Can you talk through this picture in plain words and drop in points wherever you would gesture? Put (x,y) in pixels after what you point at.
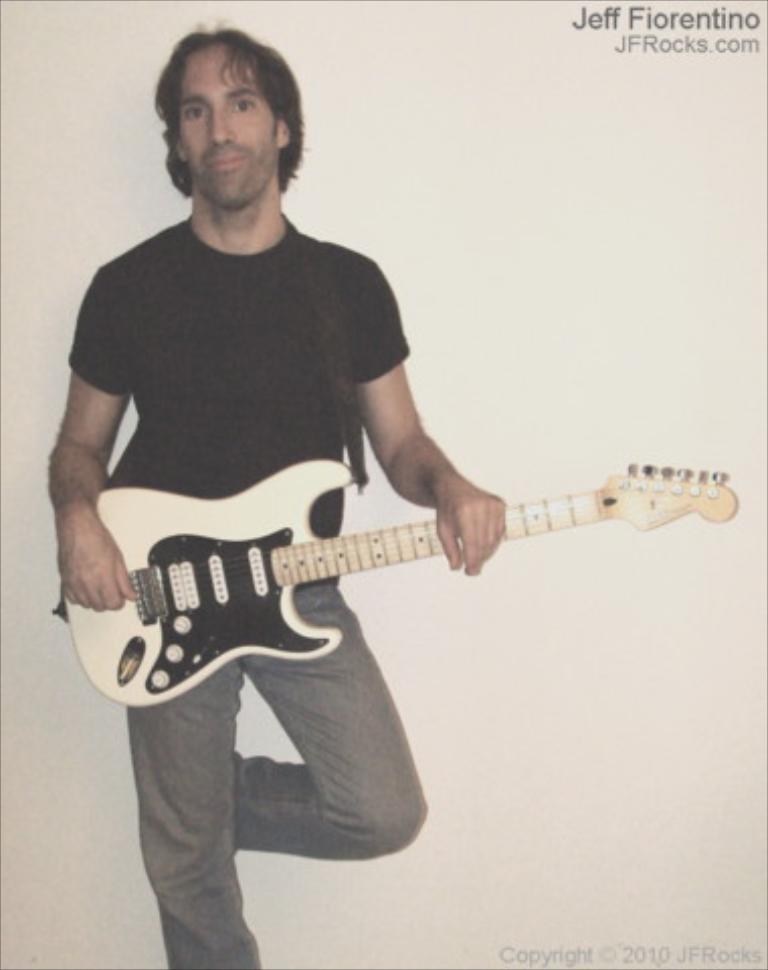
In the image we can see one man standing and holding guitar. In the background (348,178) there is a wall (348,178).
